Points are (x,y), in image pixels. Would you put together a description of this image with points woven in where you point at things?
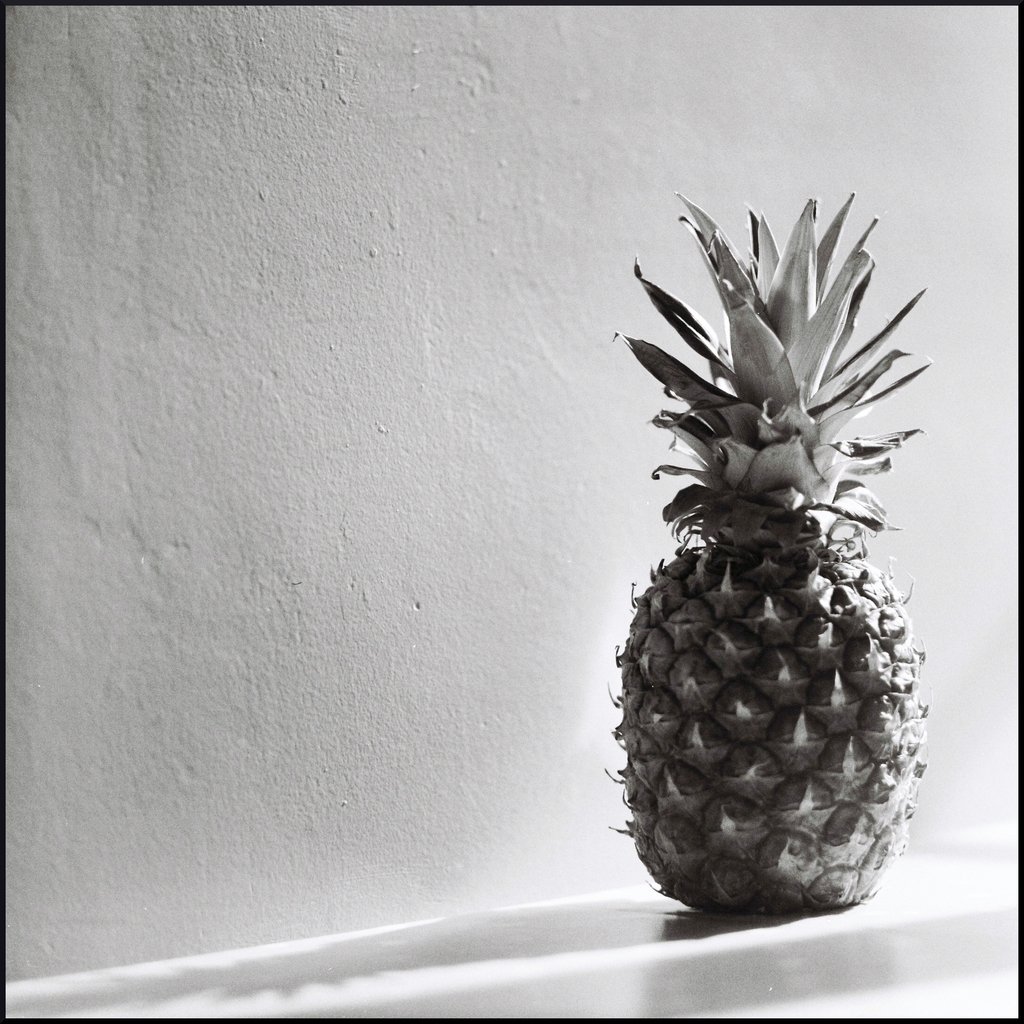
In the foreground (762,240) I can see a pineapple (616,707) is kept on the floor (925,903). In the background (176,242) I can see a wall (808,106) off white in color. This image is taken in a room (583,903).
